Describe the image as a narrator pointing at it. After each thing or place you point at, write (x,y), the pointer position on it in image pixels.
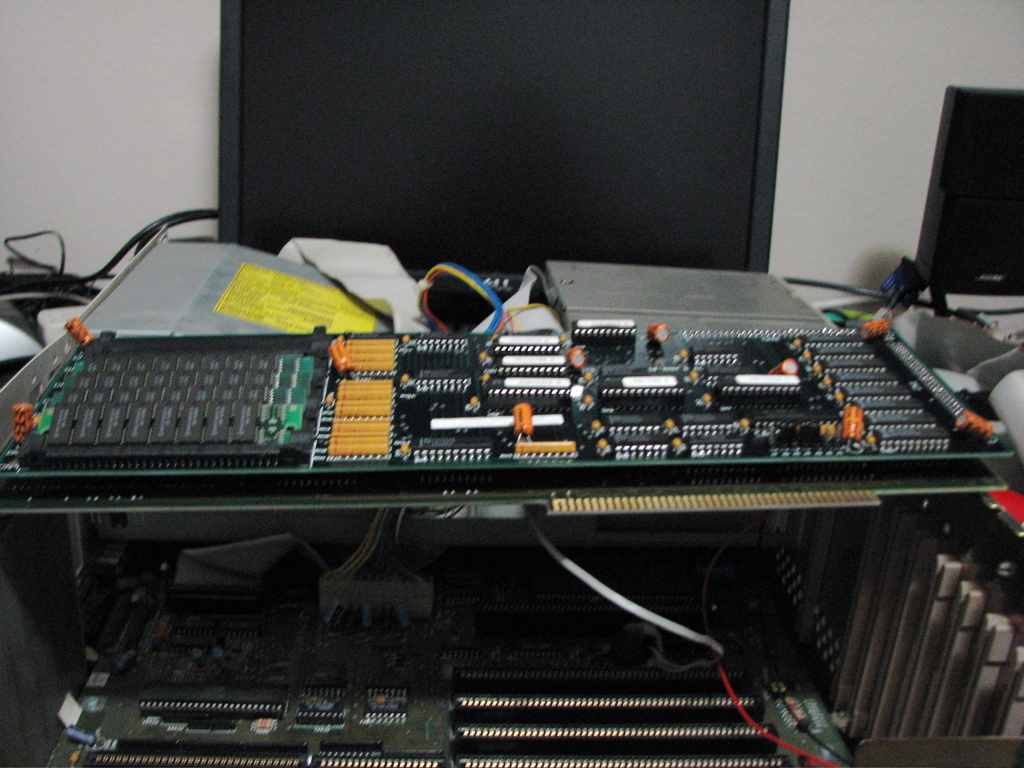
In this picture I can see a monitor (530,210) and I can see few electronic items (570,452) and a wall (176,128) on the back (812,116).
